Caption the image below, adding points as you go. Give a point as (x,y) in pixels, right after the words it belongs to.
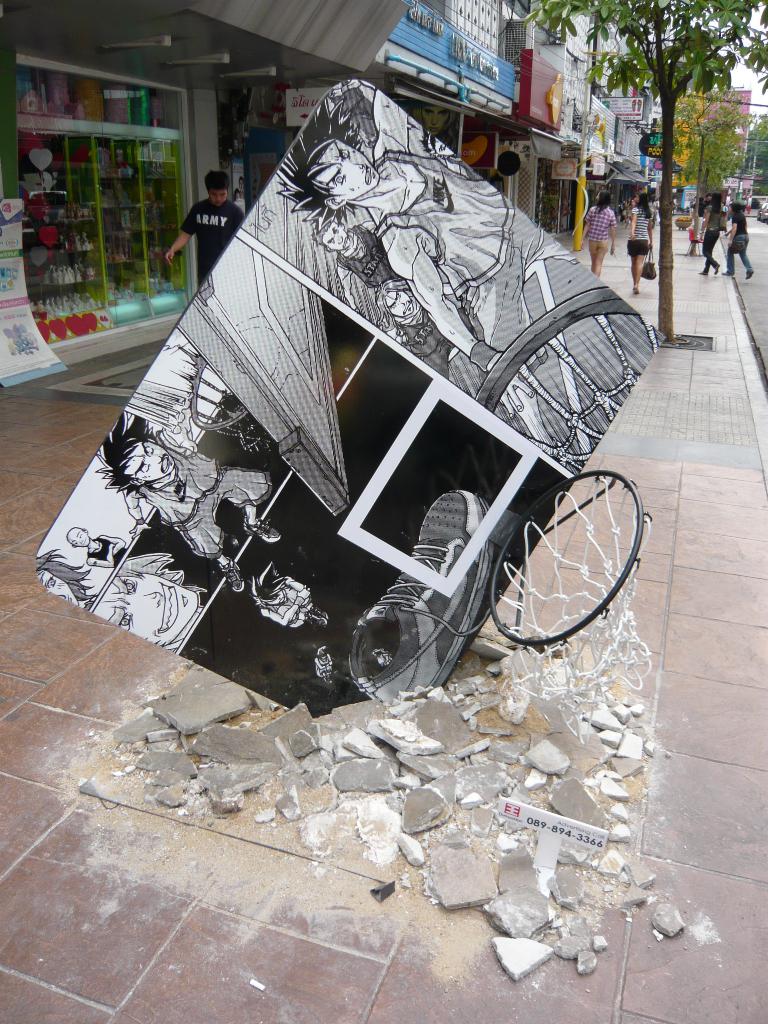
This looks like a basketball hoop set (481,545). I can see the cartoon images (331,546). These are the rocks (532,753). I can see few people (591,225) walking. These are the buildings (571,101) with the glass doors (141,292) and name boards (423,24). I can see the trees (718,156).
